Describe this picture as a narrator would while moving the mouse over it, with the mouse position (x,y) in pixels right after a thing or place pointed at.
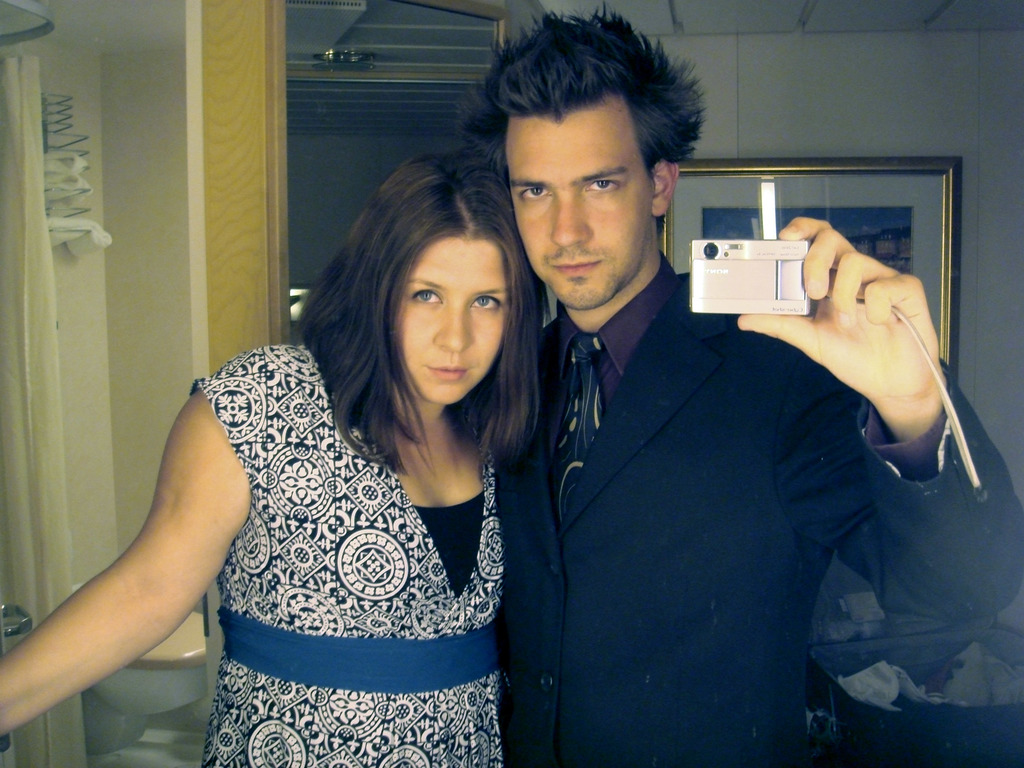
In this image we can see two people (583,399) standing, among them one is holding the camera (706,256), in the background (755,71), we can see the wall (791,45) with a photo frame (771,182) and there are some objects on the left side (300,93).
